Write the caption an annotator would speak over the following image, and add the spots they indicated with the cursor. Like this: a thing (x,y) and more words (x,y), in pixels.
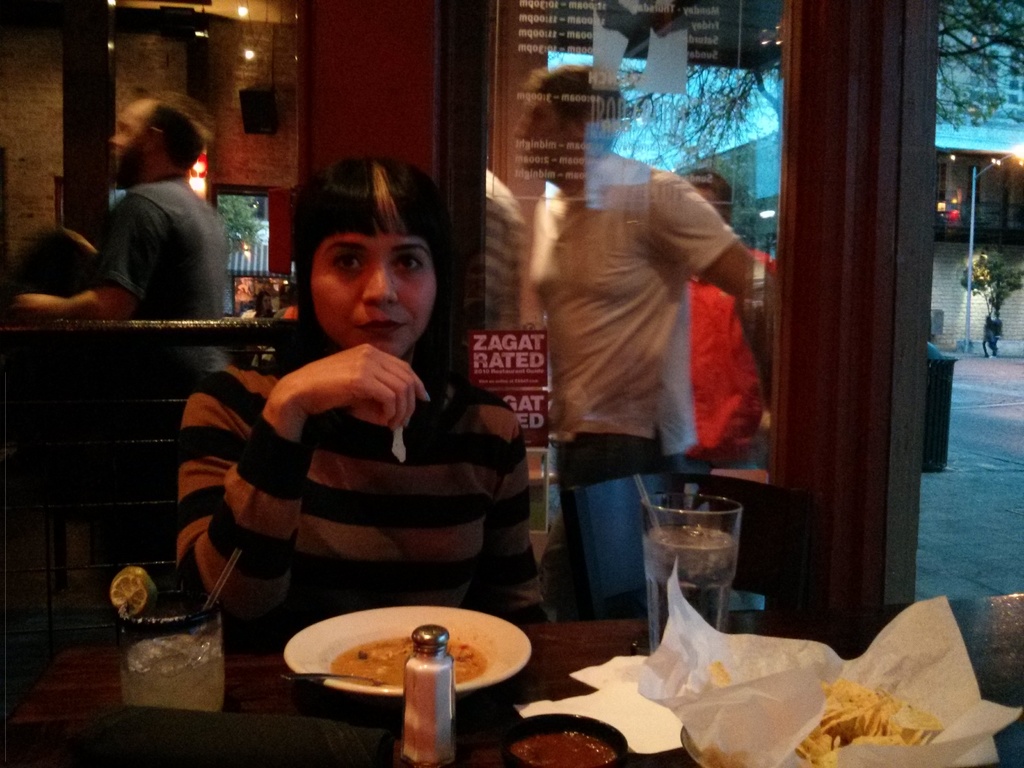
In this picture is a woman (368,190) sitting is a table (283,655) in front of her and it has a glass (147,667) of soda water (660,605) and drink glass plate (476,636) with food (470,654) and in the backdrop (675,334) there are people (689,339) standing.
